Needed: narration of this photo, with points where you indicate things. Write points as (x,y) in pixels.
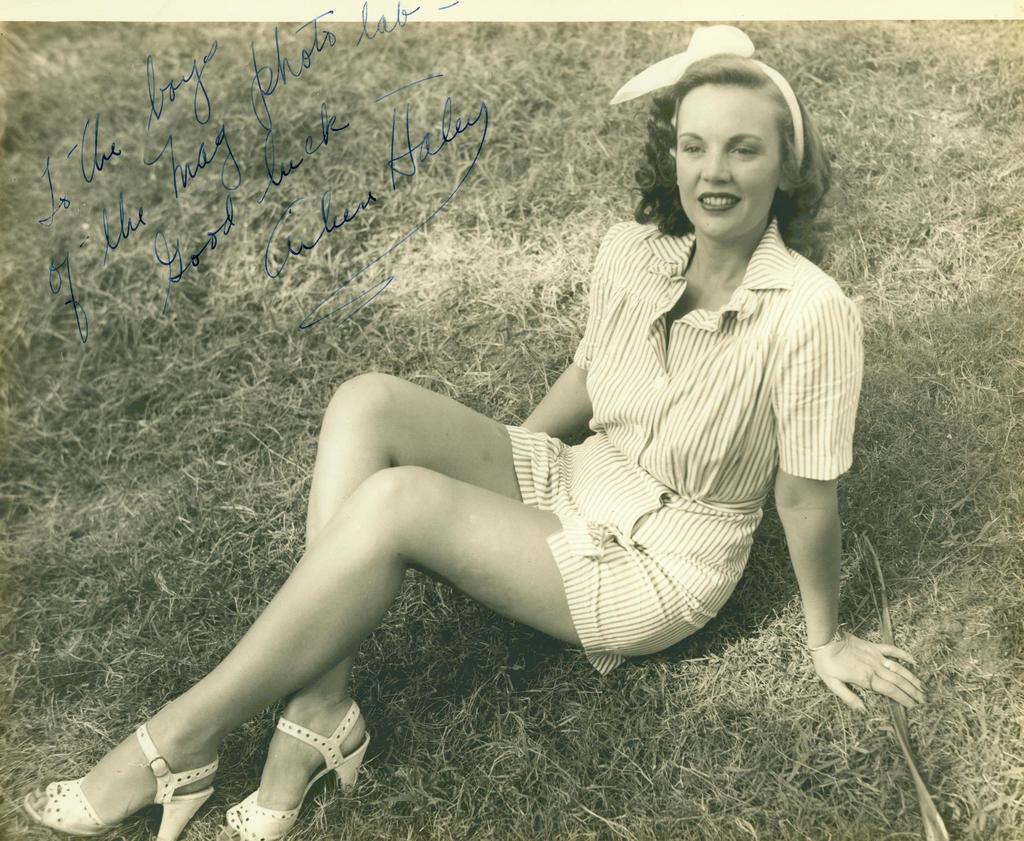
In the center of the image (664,554) we can see a lady (532,581) sitting on the grass (721,753).
